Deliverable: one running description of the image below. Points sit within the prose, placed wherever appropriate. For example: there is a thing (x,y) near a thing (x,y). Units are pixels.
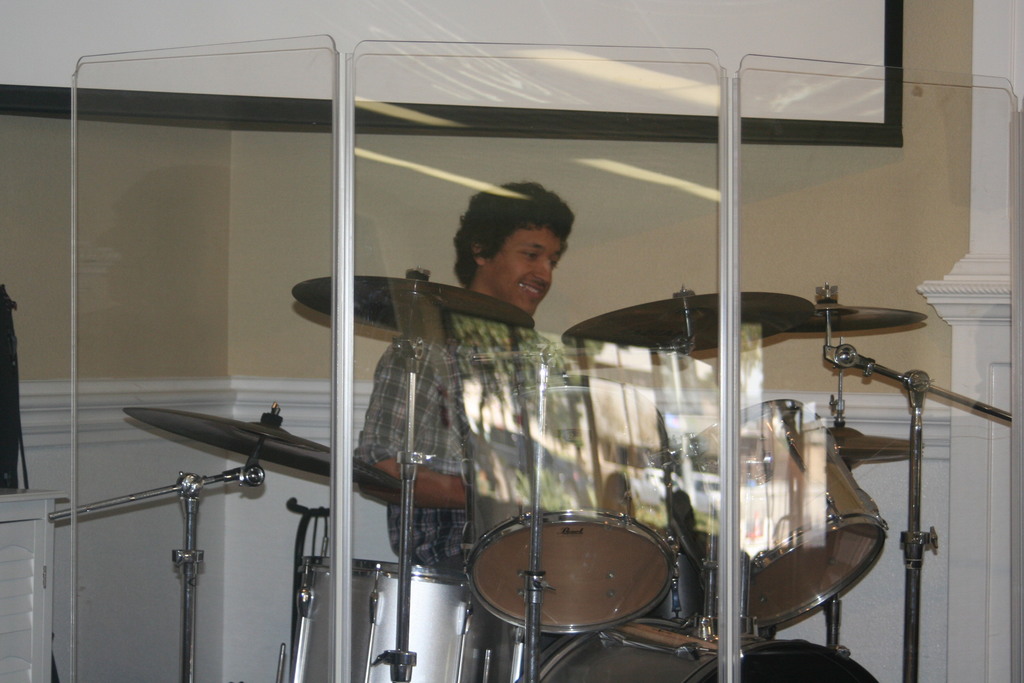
In this image, we can see a person (463,370) sitting, we can see some musical instruments (864,449), in the background (54,643), we can see the wall (570,184) and a poster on the wall (600,228).
